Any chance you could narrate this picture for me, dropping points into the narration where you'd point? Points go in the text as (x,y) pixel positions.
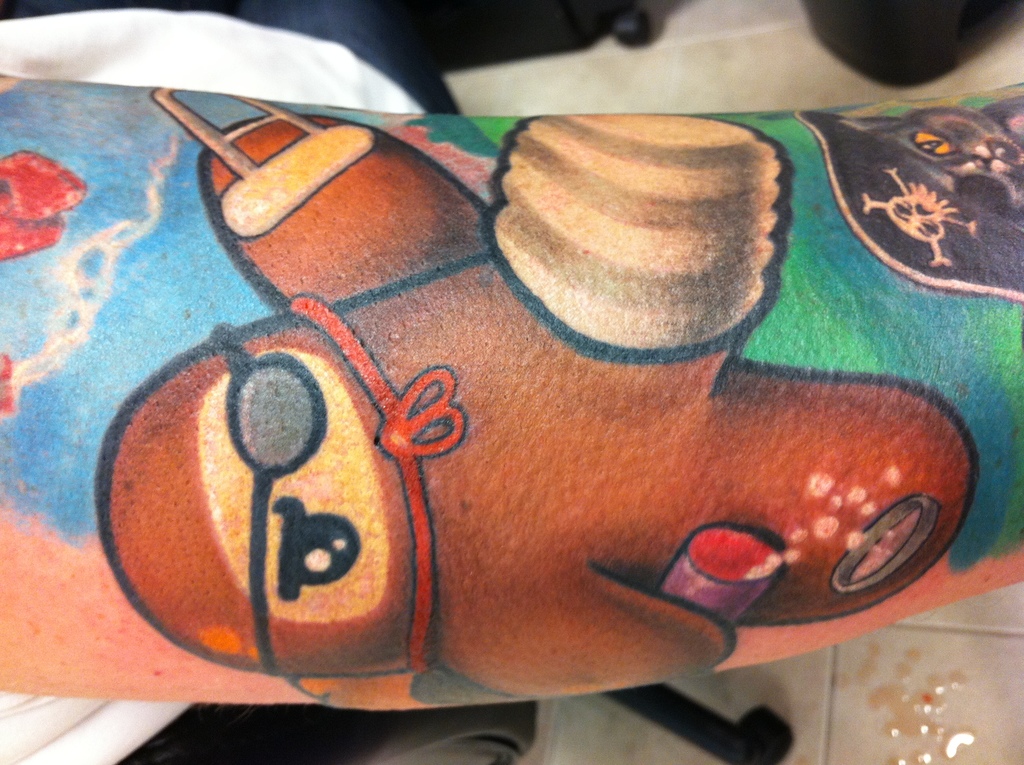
In this image we can see there is a tattoo (539,398) on a person's hand (299,488), behind the hand (264,497), there we can see the wheels (748,732) of a chair (727,725) and a few other objects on the floor (857,670).
